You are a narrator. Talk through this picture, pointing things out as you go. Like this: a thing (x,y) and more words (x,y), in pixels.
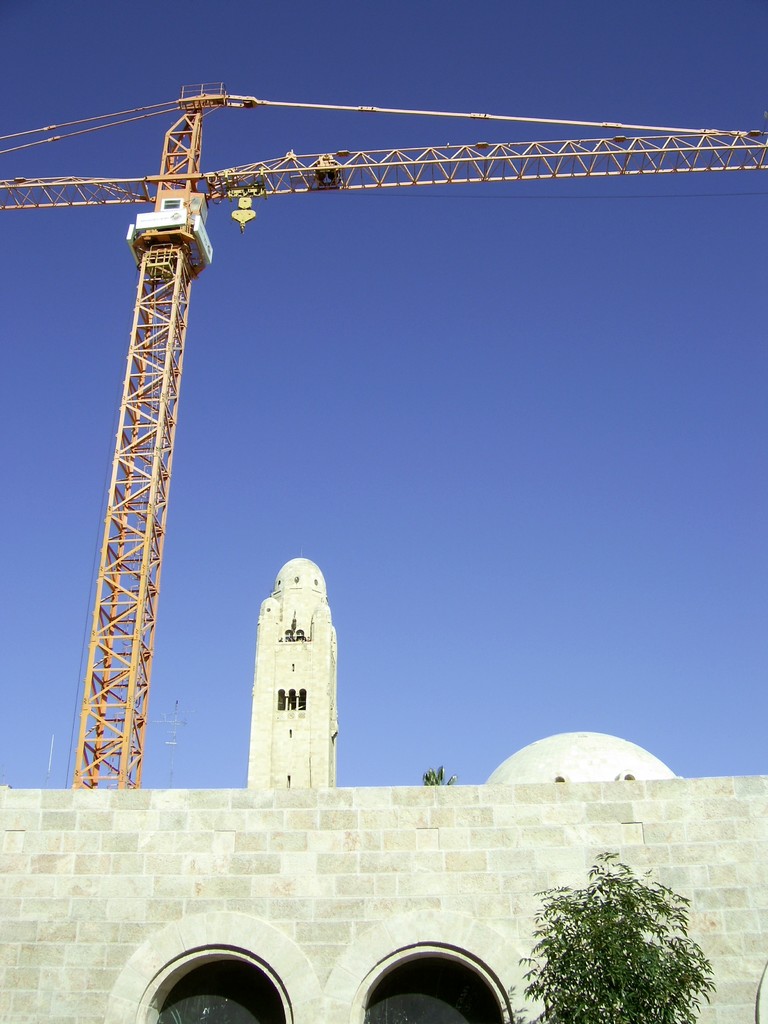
In the image we can see a building crane (179,275) and stone building (225,820). Here we can see a tree (612,966), arch construction (374,961) and a blue sky (543,635).
